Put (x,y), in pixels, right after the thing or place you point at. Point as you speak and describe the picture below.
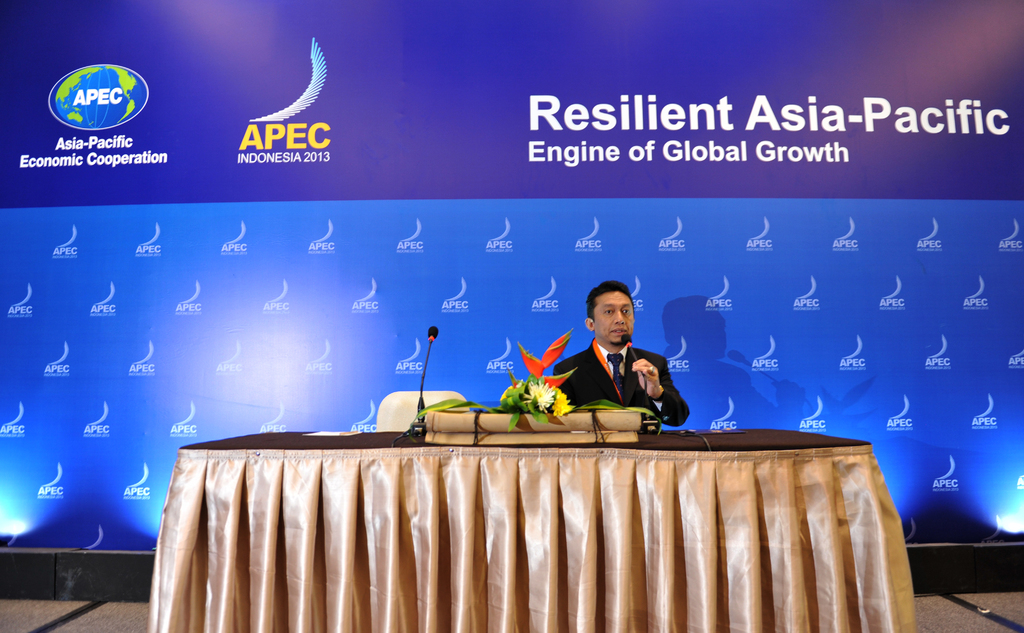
In the foreground (438,420) I can see a person (663,408) is sitting in front of mike's (646,419), flower vase (472,432) on the table (685,444) and a curtain (585,500). In the background (889,454) I can see a board (697,227) and a logo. This image is taken may be in a hall (776,449).
